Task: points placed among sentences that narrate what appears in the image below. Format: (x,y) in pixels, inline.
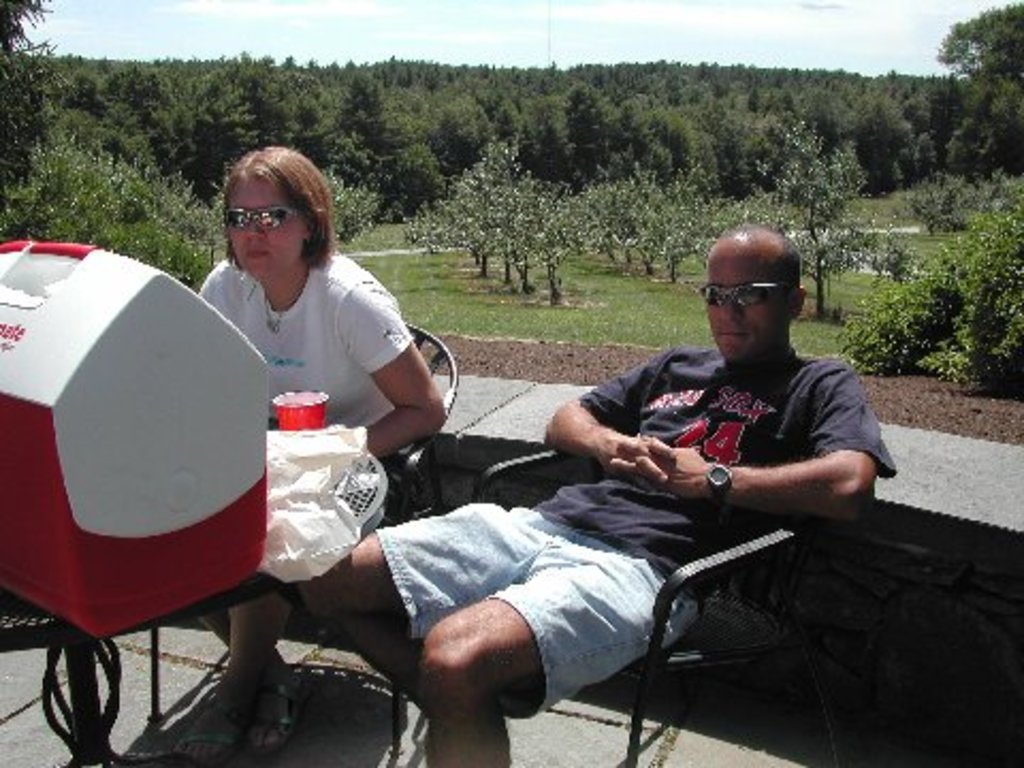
In this picture we can see persons (553,657) sitting on chairs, here we can see a box (85,591) and in the background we can see trees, sky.
